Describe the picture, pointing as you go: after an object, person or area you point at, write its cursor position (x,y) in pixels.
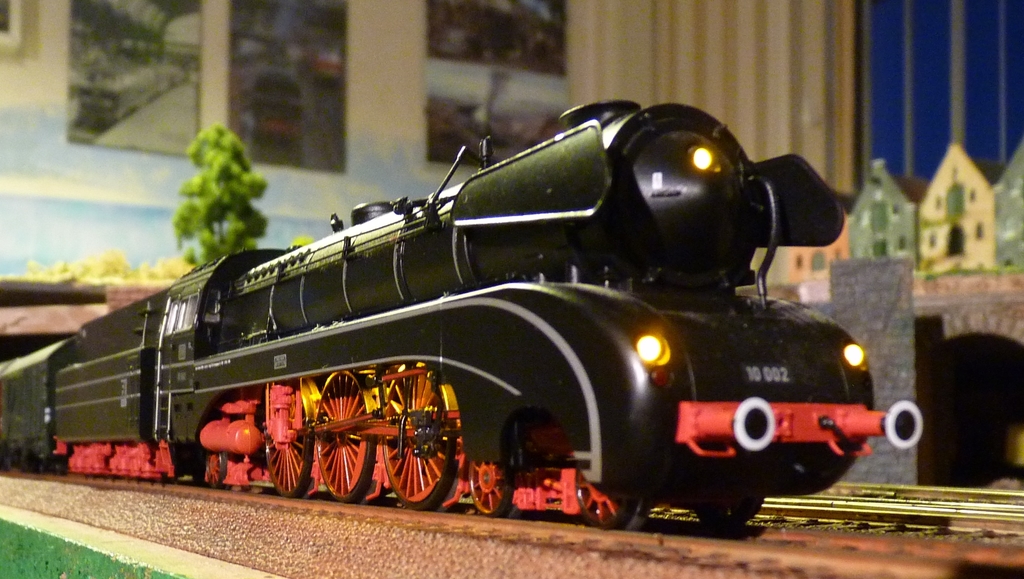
In this image we can see a toy train (498,426) and railway tracks (654,535). Behind the train (733,246) we can see few toys (788,273) like buildings (937,253), trees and a wall (855,301). At the top (398,26) we can see a wall (353,61) on which we can see few posters (562,65).
